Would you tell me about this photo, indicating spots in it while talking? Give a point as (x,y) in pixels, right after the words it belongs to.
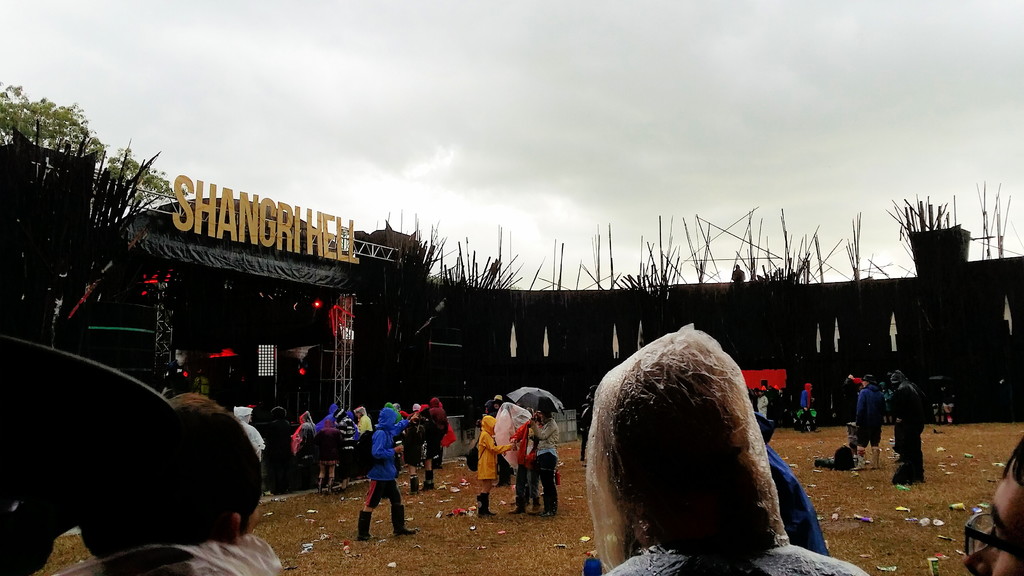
There are few people (326,463) standing and few are walking on the ground (412,498) and we can also see wastage particles (978,508) on the ground (428,546) and we can see an umbrella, name board (189,225), poles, lights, window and some other items (174,239). In the background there are trees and clouds (380,202) in the sky (578,12).
